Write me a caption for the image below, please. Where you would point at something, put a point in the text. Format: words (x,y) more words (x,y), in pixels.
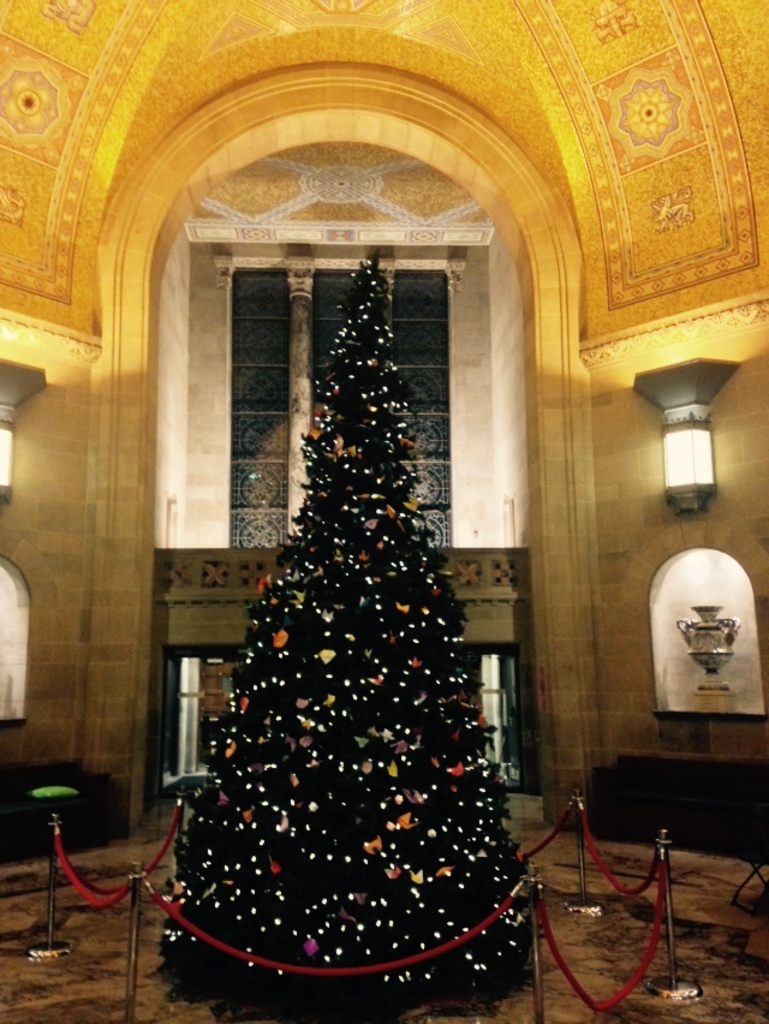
In this picture, we can see tree (369,808) with lights (332,903), and we can see ground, poles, wall (599,707) with lights (713,394), pillar (567,607), and some objects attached to it, we can see designed roof (116,32).
